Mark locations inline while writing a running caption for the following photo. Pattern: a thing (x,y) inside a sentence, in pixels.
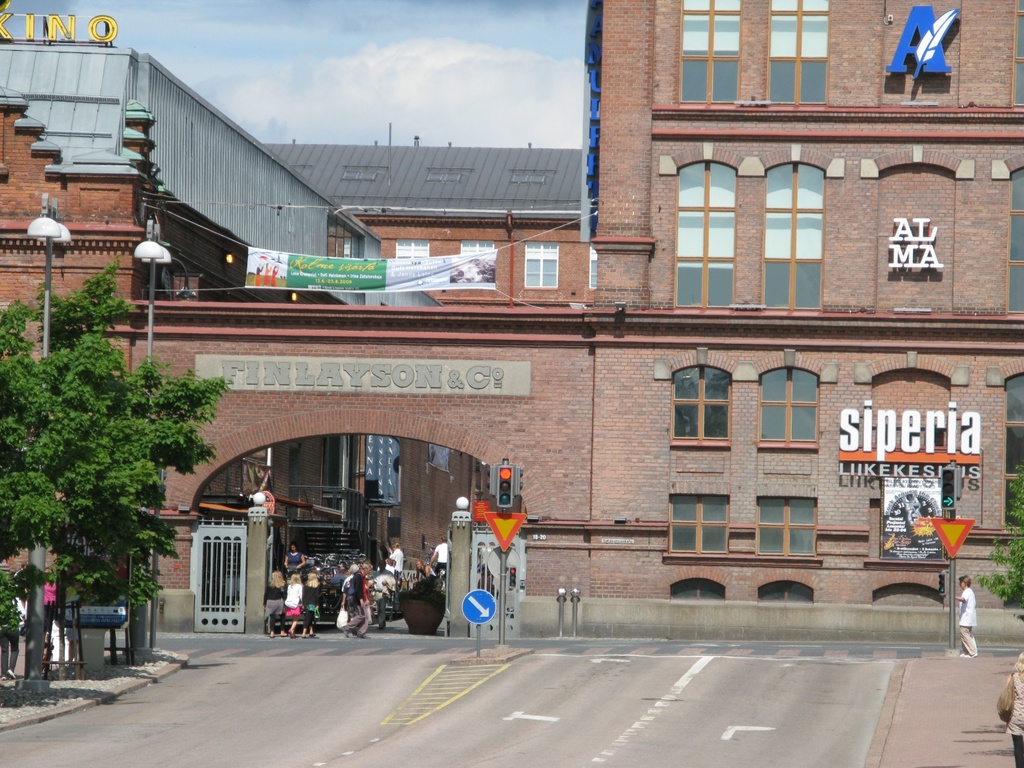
At the bottom (501,535) there are few persons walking on the road (526,698), sign board poles (504,549), traffic signal poles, trees (98,499) on the left (135,400) and right side. In the background (89,277) we can see buildings (520,386), hoardings (520,386) on the wall (565,375), banner (326,261), light poles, windows (690,209), roof (373,203), gate (519,577) and clouds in the sky (310,1).
